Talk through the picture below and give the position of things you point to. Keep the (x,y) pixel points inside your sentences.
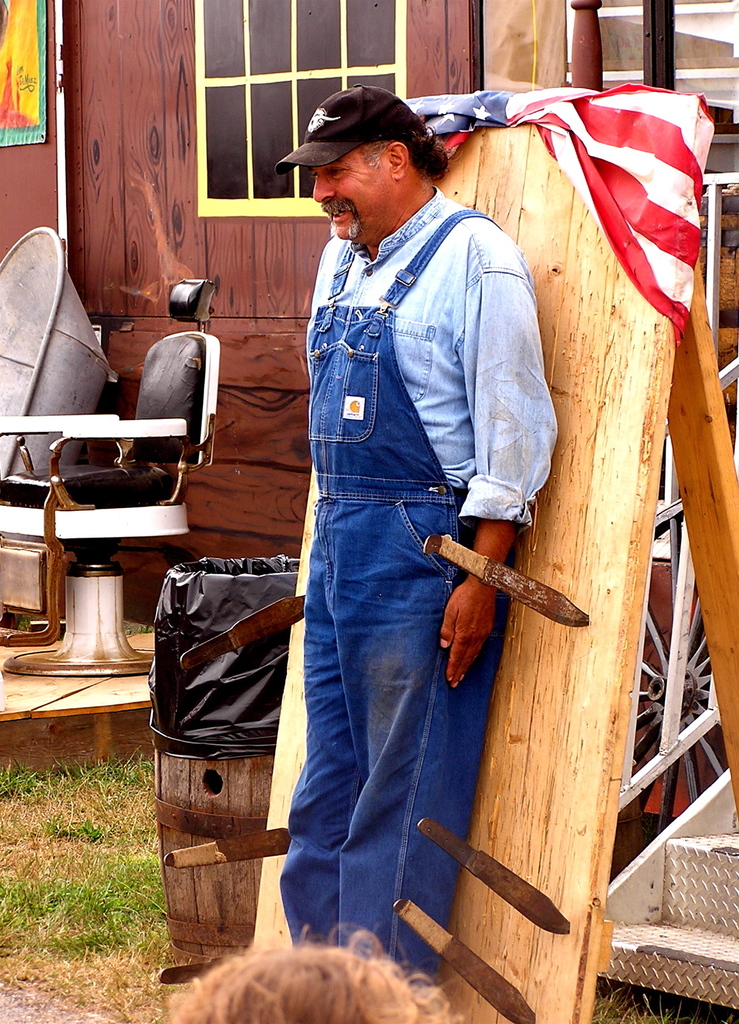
in this image i can see a man (360,622) standing, wearing a dungaree (371,405) and a blue shirt (426,317) and black hat (368,115). he is resting on a wooden board (607,478). there are knives (500,562) in the board (593,220). behind him there is a chair (111,466) and a building (128,219). at the bottom (74,889) there is grass (74,889).
